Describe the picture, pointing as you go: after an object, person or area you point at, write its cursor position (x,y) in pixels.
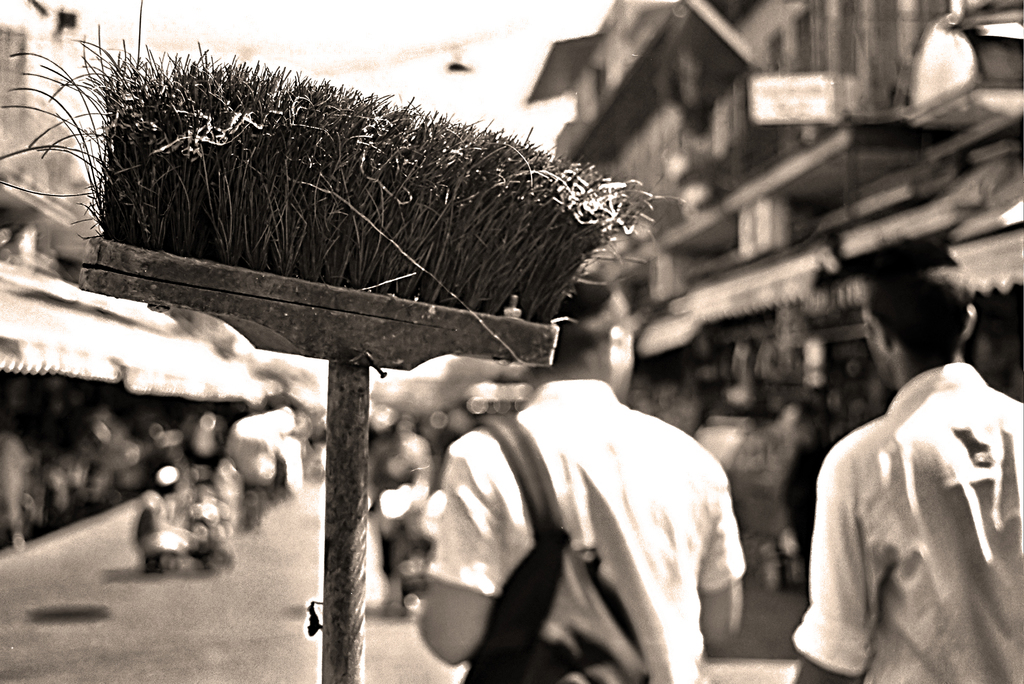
In this picture there are two men (586,539) who are wearing white shirt (848,514) and standing on the road (718,666). In the background (697,407) I can see the blur image. I can see some buildings (746,342), cars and other vehicles (215,510). At the top (476,52) I can see the sky (490,49) and clouds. On the left (315,190) I can see the broomstick (308,148).
